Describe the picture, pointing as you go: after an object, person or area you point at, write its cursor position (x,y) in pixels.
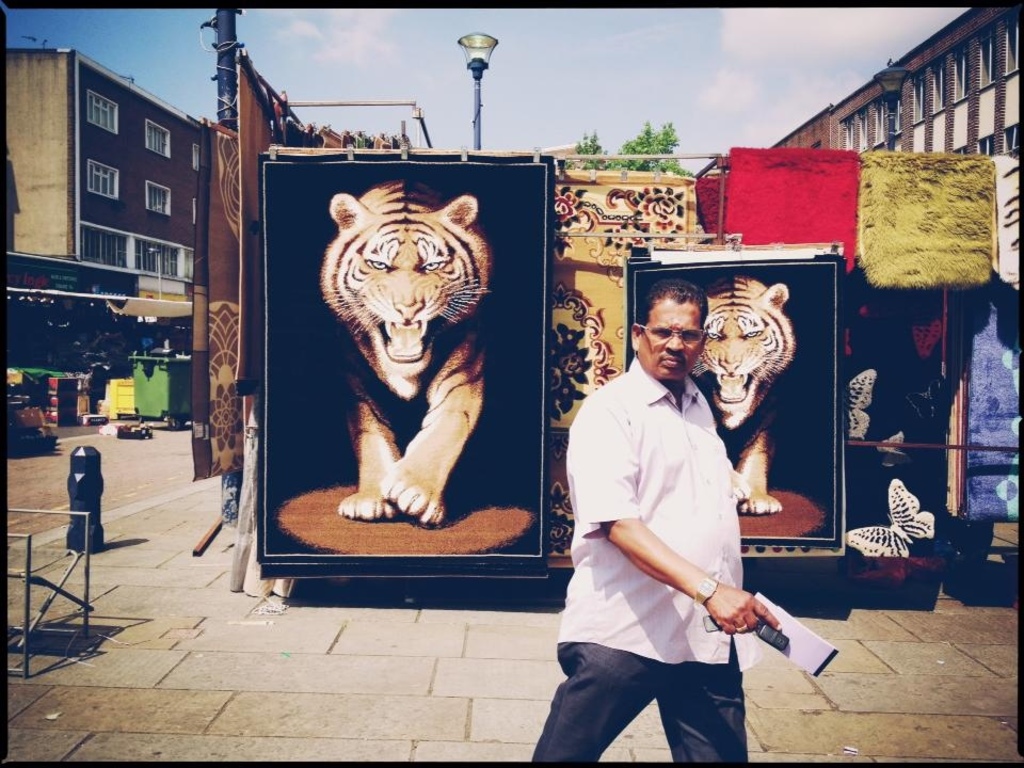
In the foreground of the image (601,660) there is a person (734,591) walking. In the background of the image (290,170) there are carpets (316,176), buildings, trees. There is a light pole (475,44). At the top of the image (815,44) there is sky (443,21). At the bottom of the image (282,701) there is floor (260,714).
